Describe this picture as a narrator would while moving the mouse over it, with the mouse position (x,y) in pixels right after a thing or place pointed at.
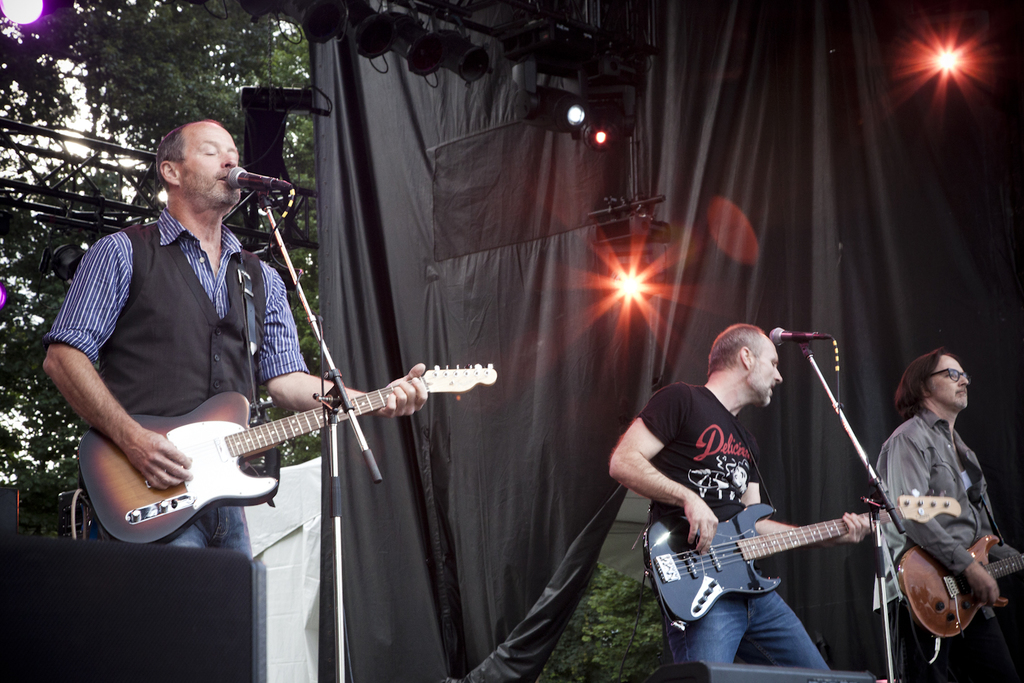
In the left side of the image (274,292), a person (272,392) is visible, who is standing and playing a guitar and singing a song in mike (256,182). In the right bottom of the image (948,556), there are two persons (758,641) standing and playing a guitar (726,538). In the left side of the image (262,25), there are trees (99,120) visible. In the background of the image (704,323) right side (703,47), a curtain (426,186) is visible which is black in color and lights (630,297) are visible. It looks as if the picture is taken during day time.
